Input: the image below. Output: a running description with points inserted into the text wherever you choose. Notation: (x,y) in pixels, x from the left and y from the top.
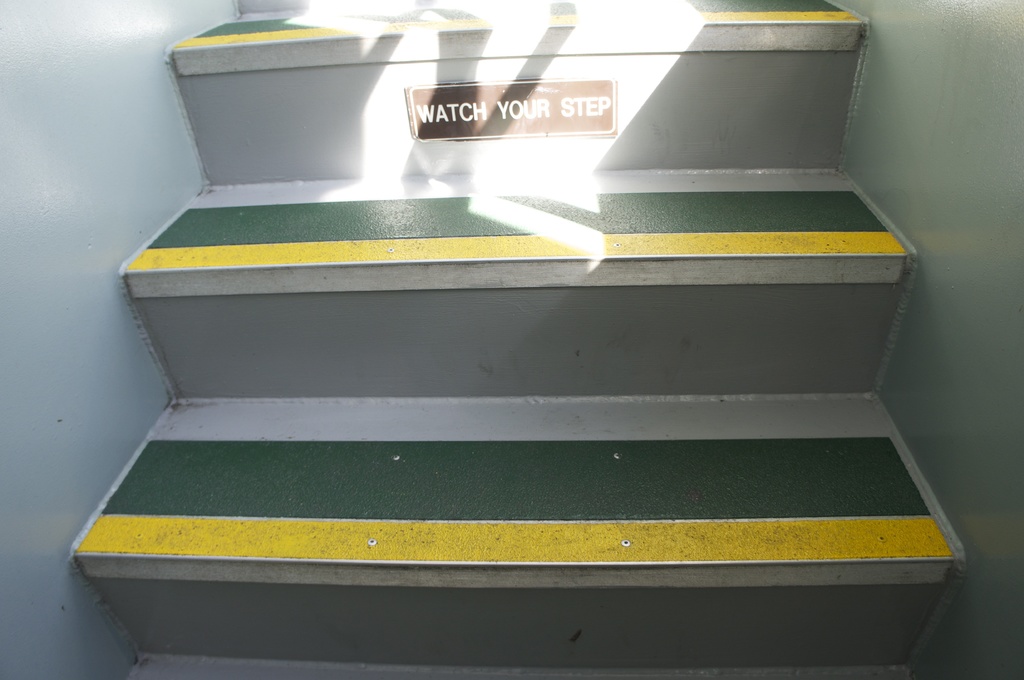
In this picture we can see a few stairs (622,126). We can see some text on these stairs (792,350). There are walls (981,232) on the right (993,221) and left side of the stairs (756,621).
